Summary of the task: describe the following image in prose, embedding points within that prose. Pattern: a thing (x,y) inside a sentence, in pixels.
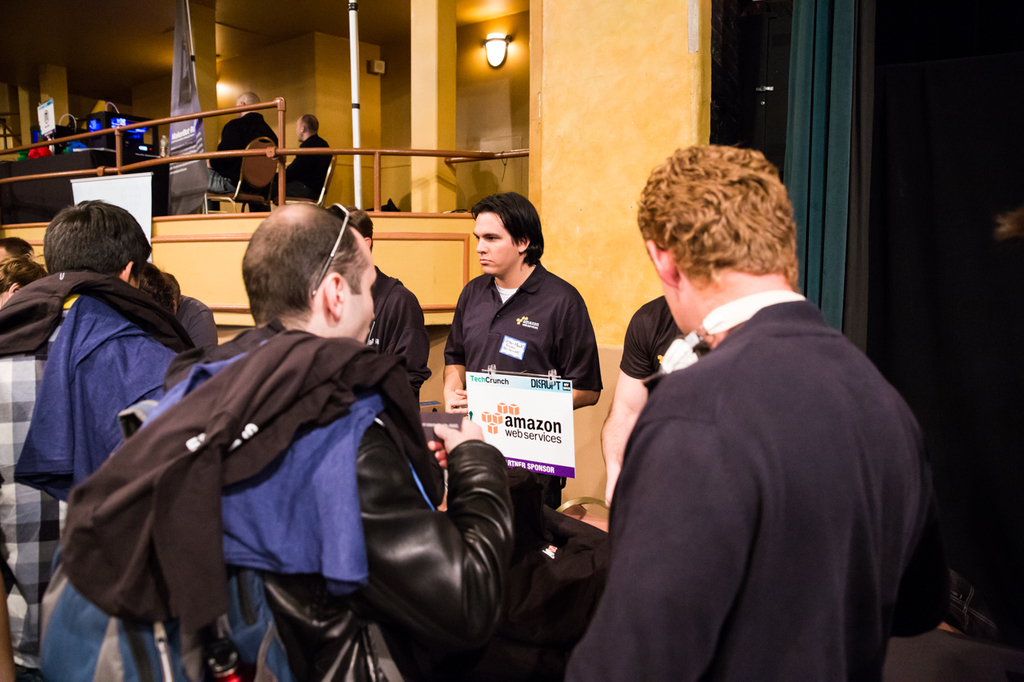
In this image we can see some people (413,355) standing and holding some name boards (511,376). In the background (198,119), we can see posters (121,193) and some people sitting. We can see the metal railing (191,155), lights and the pillars (535,188). We can see a curtain (861,271) on the right (857,229).
